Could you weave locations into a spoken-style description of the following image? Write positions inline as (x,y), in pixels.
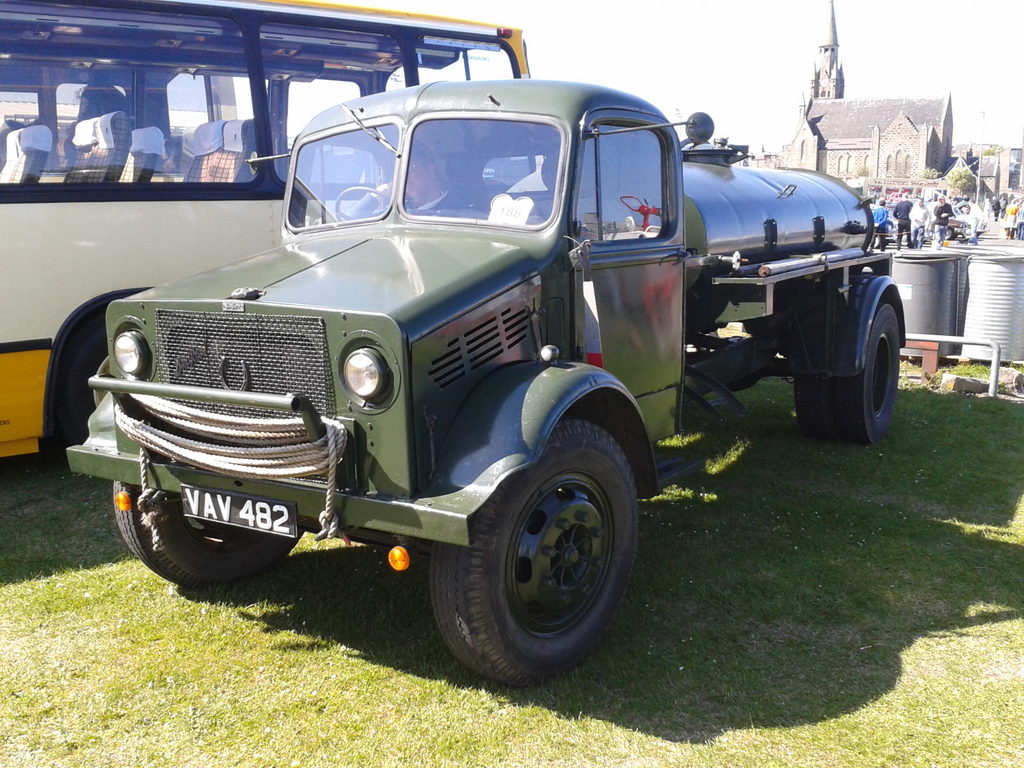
In this image we can see some vehicles (556,317) placed on the ground (820,588). We can also see some grass (778,566), a person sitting in a vehicle (441,305), some drums (973,319), poles (996,396), a group of people (904,228) standing on the ground (966,240), some buildings (900,156) and the sky (744,93).
